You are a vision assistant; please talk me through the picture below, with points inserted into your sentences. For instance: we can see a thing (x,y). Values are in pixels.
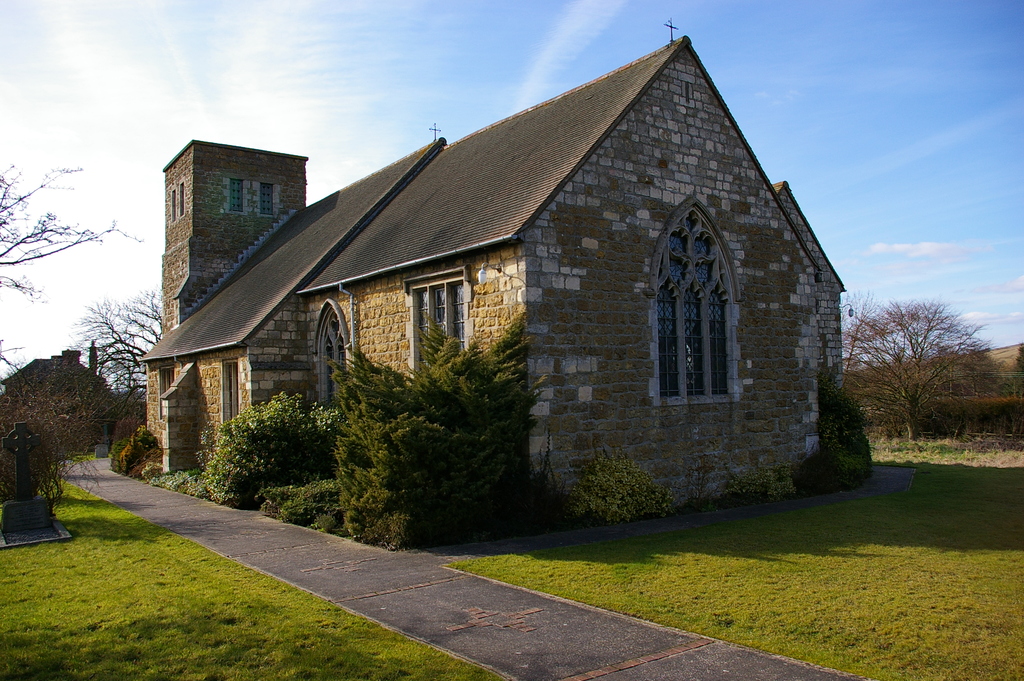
In the center of the image (606,319) we can see a building (619,317) with group of windows (324,364) and plants (607,501). To the left side of the image (24,527) we can see a statue (20,507) on the ground (62,503), In the background (109,345), we can see a building (64,371), group of trees (922,384) and the sky (491,65).
